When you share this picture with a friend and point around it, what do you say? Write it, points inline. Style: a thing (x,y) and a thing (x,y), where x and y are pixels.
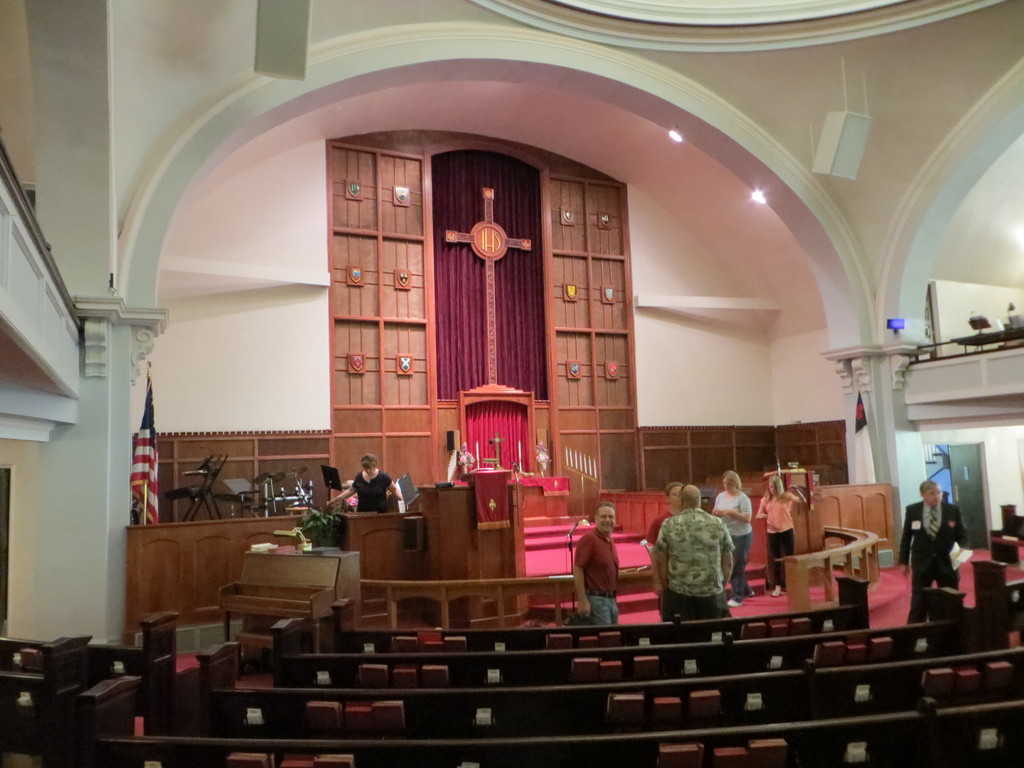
This picture might be taken in assembly, in this picture at the bottom (697,648) there are some seats (477,687) and in the center (482,485) there is one chair (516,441), podium (479,480) and some benches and chairs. On the left side (144,482) there is one flag (144,452) and pole (144,500), in the center (490,282) there is one cross (492,254) and wooden boards (412,242) and on the top of the image (63,230) there are some lights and pillars (882,429). On the right side (980,470) there is one door (978,456) and some chairs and a wall (990,292).
